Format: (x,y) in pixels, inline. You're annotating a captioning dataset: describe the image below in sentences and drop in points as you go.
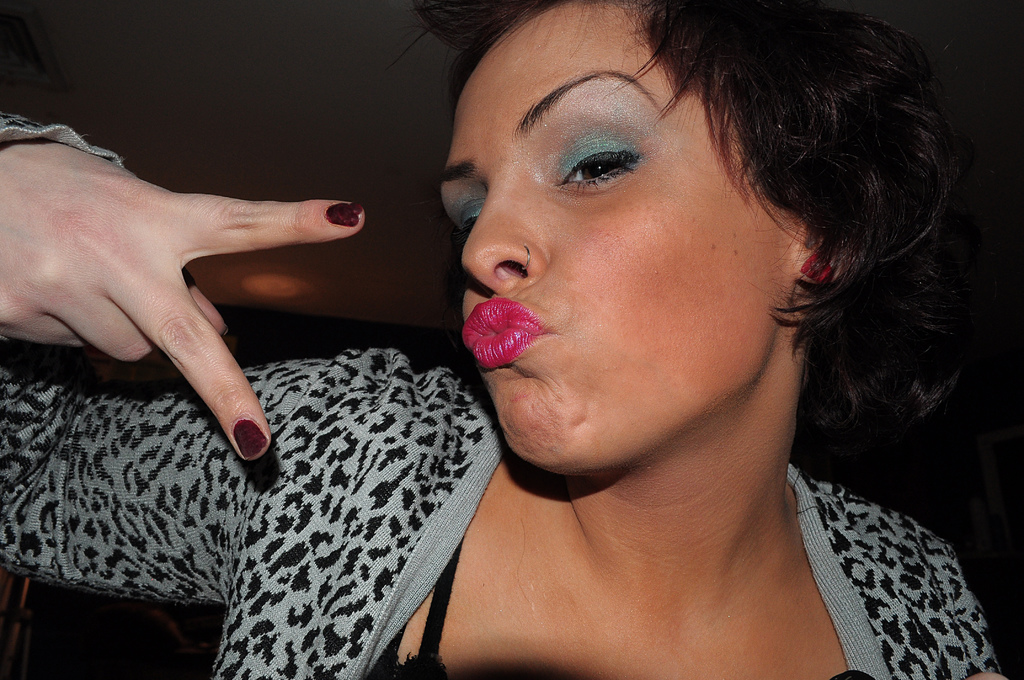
In this picture I can see a woman (267,207) in front (550,181), who is wearing white and black color dress (363,532) and I see that it is a bit dark in the background (985,475).
